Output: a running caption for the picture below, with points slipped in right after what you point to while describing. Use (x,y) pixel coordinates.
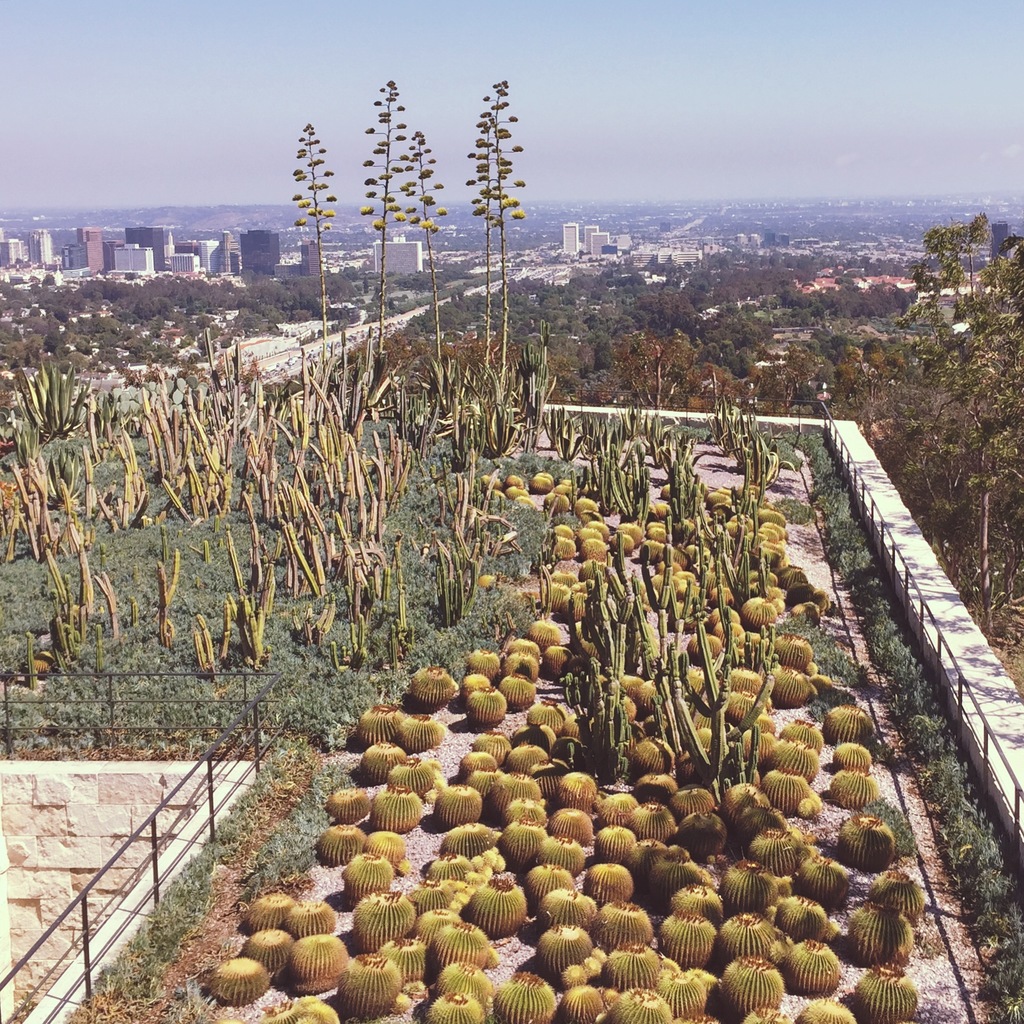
In the foreground of this image (828,583), it looks like there are plants (497,490) and trees (489,332) on a building (192,812) and also we can see the railing (255,702). In the background (739,319), there are trees (722,310), buildings (255,239), city (543,260) and the sky (692,105).
